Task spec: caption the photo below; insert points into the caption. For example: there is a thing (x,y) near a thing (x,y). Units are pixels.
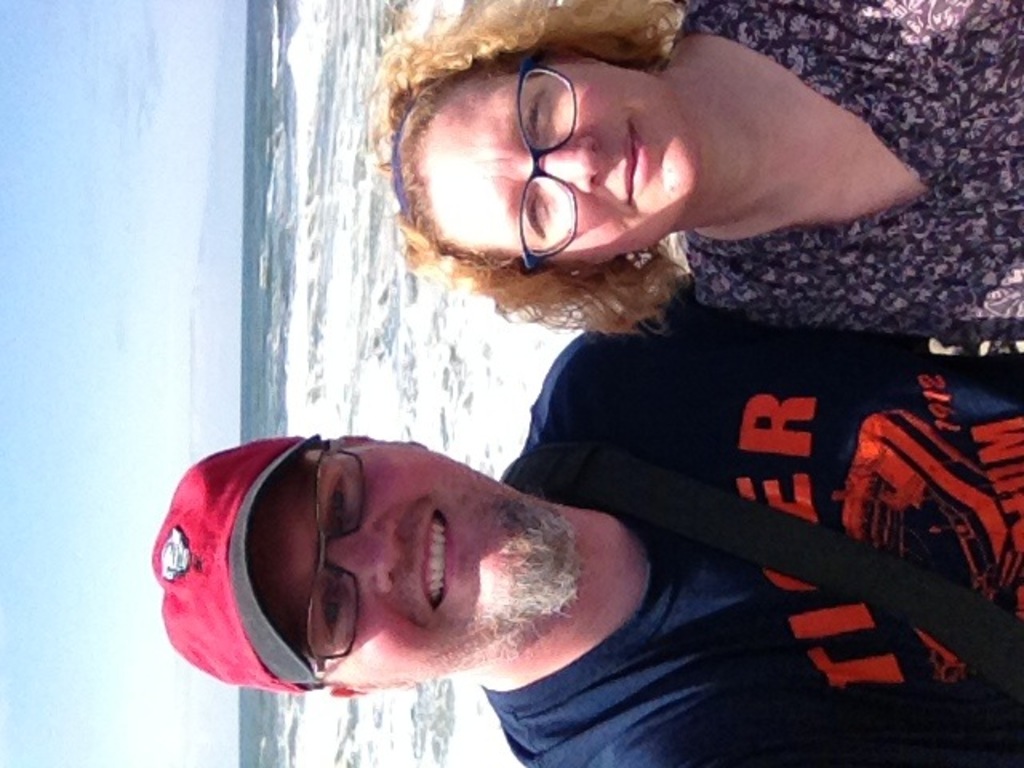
In this picture we can see a man (480,641) and a woman (671,134) wore spectacles (354,477) and smiling and in the background (341,428) we can see water (341,336), sky (186,273).
